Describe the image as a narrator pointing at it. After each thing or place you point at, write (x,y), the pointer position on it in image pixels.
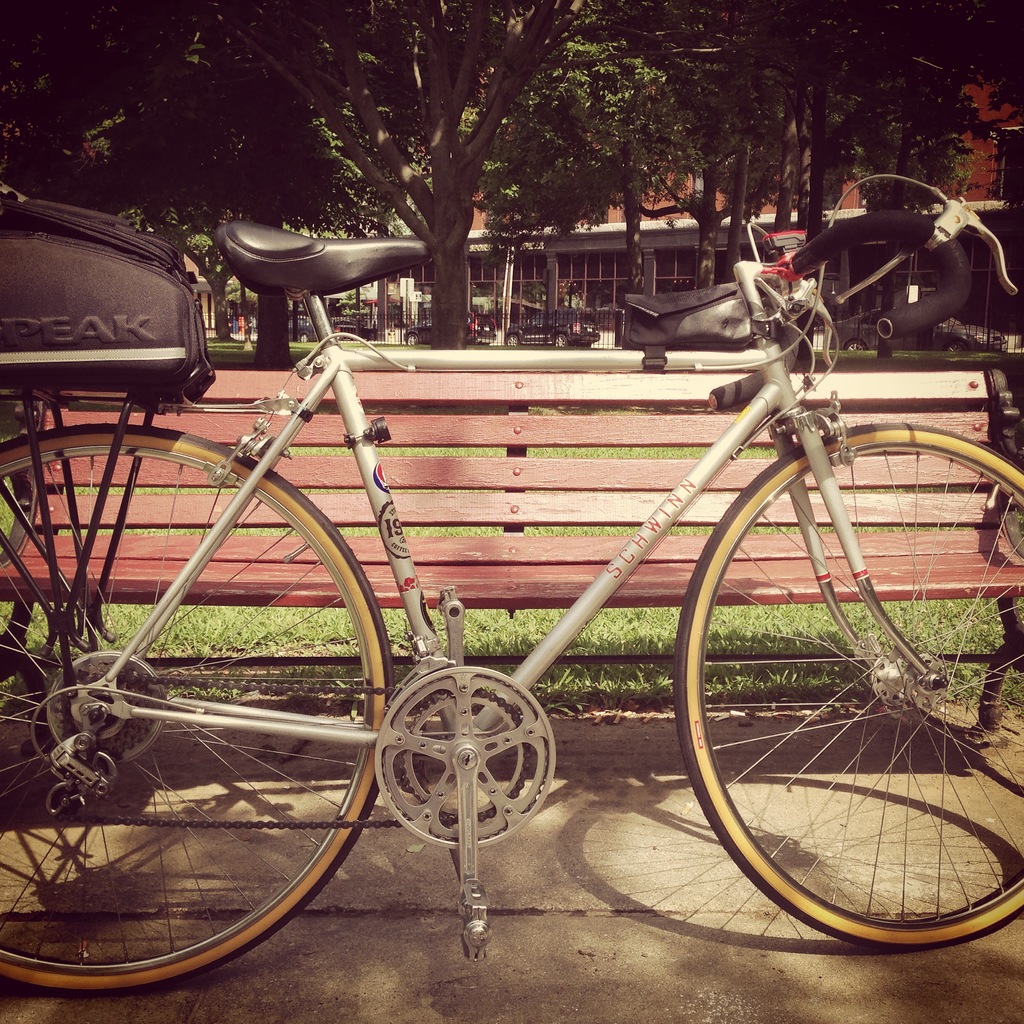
This image consists of a bicycle (347,639) to which we can see a bag (125,323). In the background (130,556), there is a bench (235,539). At the bottom (601,955), there is a road (635,880). And we can see the green grass (816,690) on the ground (610,643). In the background (577,173), there are trees (31,89) and buildings (470,285) along with the cars (520,330).
